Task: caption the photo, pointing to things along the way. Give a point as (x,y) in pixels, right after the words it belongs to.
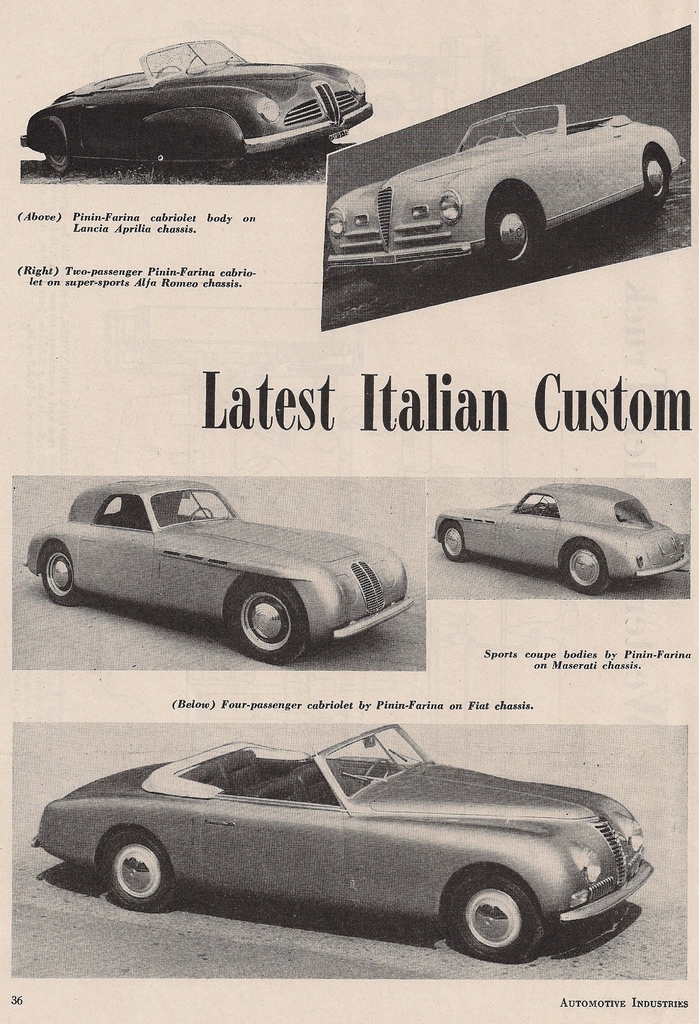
In this image I can see the paper (188,348). On the paper (344,280) I can see few different cars (205,591) and the text (372,412) written on it.
